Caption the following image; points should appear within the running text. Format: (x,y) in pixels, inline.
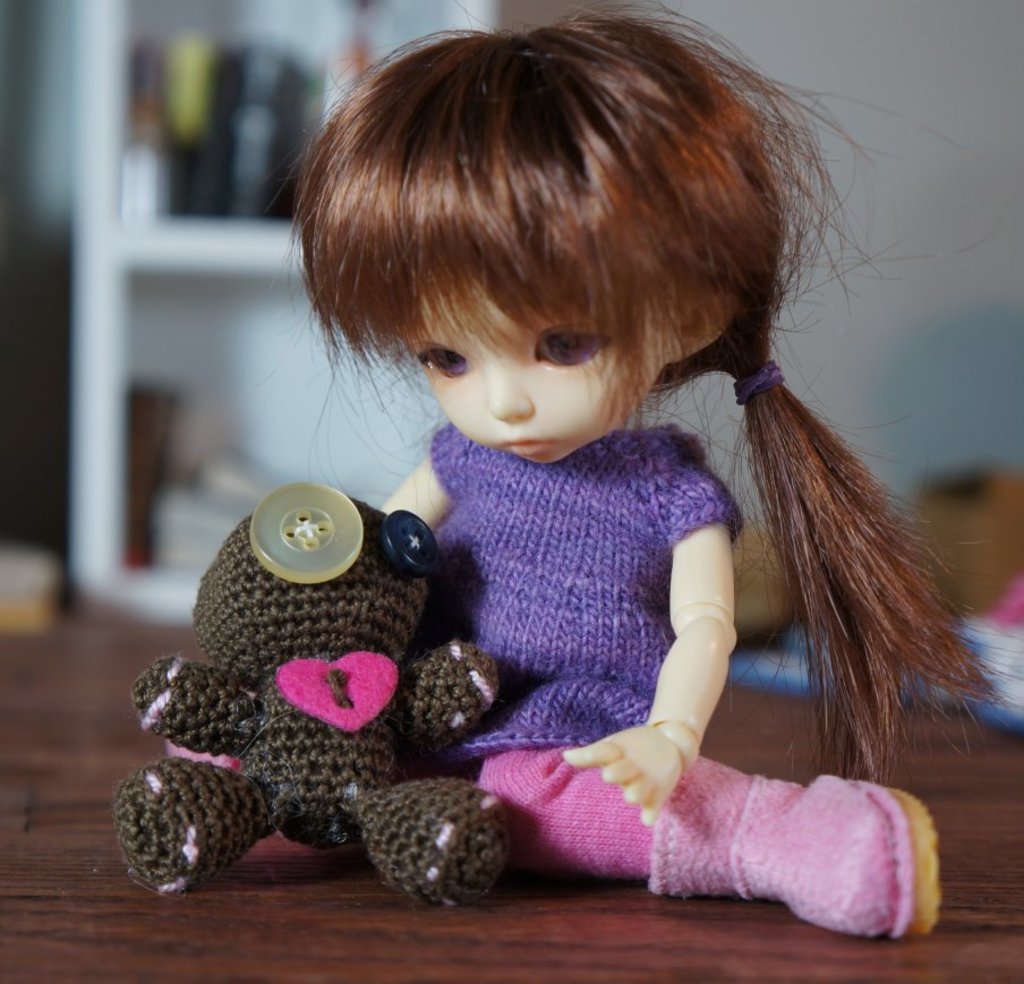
In the picture I can see soft toys (625,725) on a wooden surface (532,905). In the background (251,341) I can see some objects (230,383). The background of the image (212,435) is blurred.
